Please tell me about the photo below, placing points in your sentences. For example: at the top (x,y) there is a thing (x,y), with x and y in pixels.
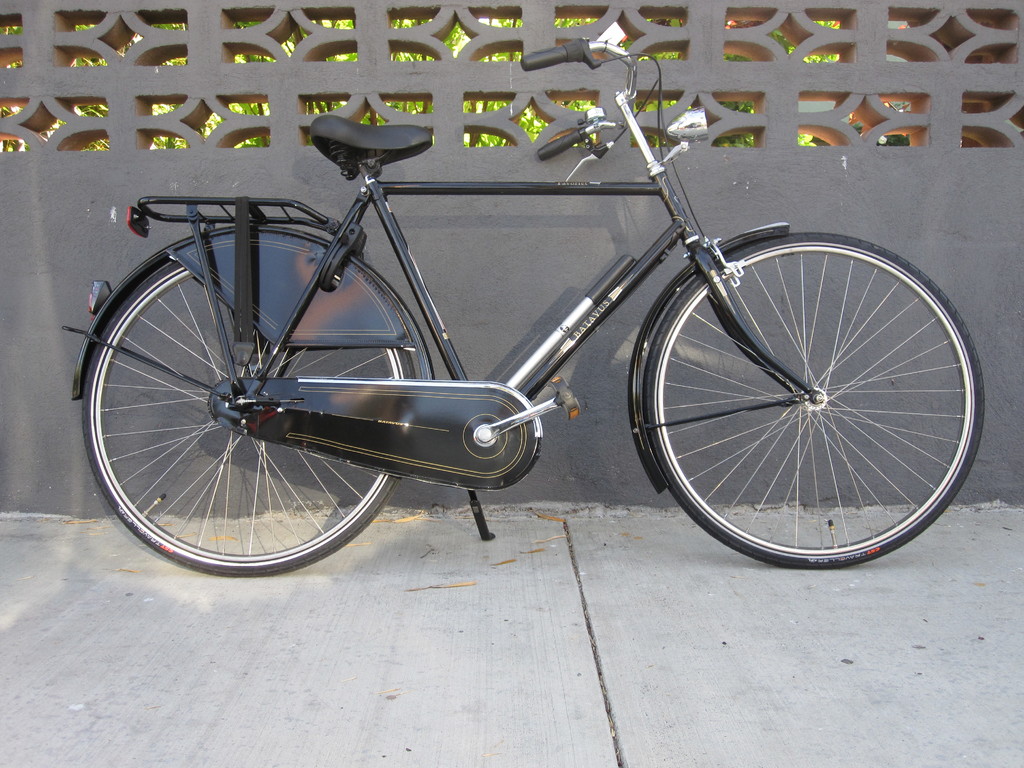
In this image I can see a bicycle (447,457) which is in black color, background (26,282) the wall (76,262) is in gray color and plants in green color.
